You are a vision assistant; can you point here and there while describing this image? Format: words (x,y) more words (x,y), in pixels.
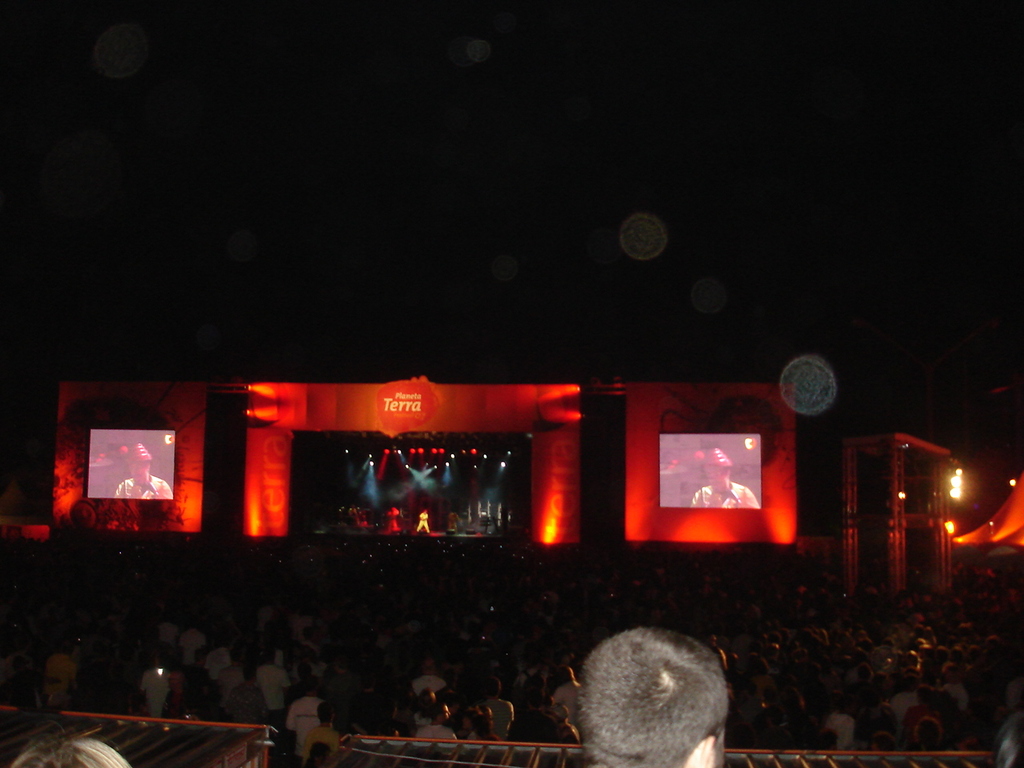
In the picture there is a stage (412,511), there are people (362,510) performing a show, on either side of the stage (447,392) there is a led screen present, there is a man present on the screen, there are many lights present on the stage (403,461), there is a board (403,429) with the text (407,397), there are many people (109,754) watching the show.
